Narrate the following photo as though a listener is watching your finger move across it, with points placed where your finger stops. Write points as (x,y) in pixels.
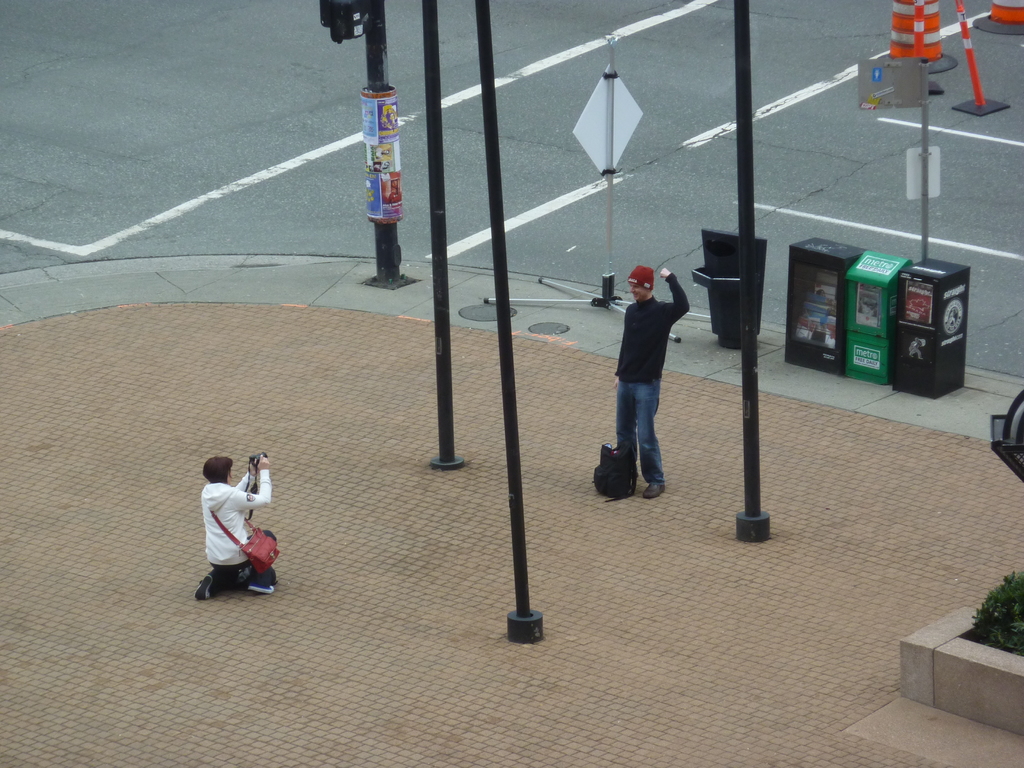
In this image we can see a man (645,437) standing. On the left (235,586) there is a person (214,555) sitting and holding a camera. There are bags (629,492) and we can see bins (862,319). In the background (877,185) there is a road (600,190) and we can see boards (587,142), poles (387,15) and traffic cones (934,59).
